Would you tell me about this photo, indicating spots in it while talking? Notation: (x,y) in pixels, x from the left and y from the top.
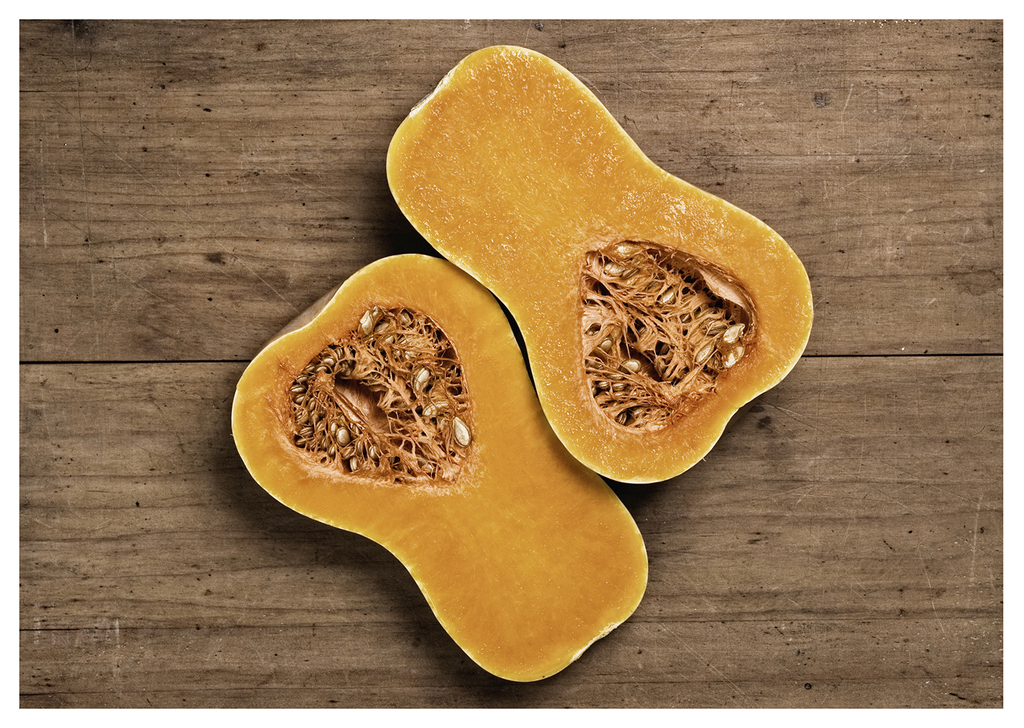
On this wooden surface (821,433) we can see a Butternut squash (578,409).
